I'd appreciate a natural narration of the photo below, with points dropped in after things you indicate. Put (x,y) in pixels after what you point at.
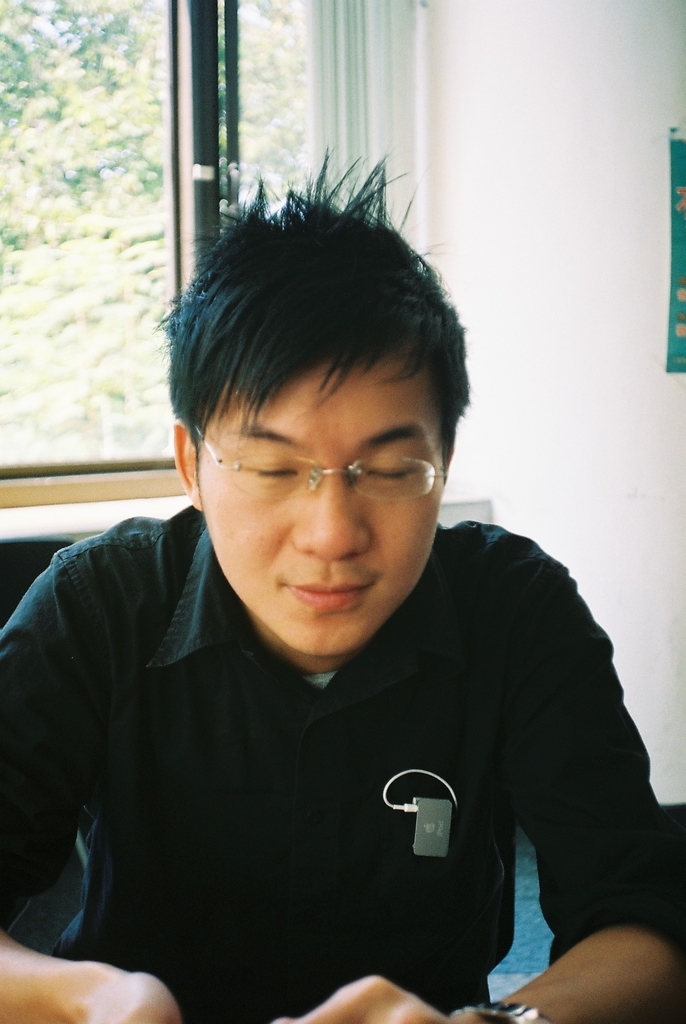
In the foreground of this picture (322,877) we can see a person (207,673) wearing black color shirt (288,758) and seems to be sitting. In the background (540,248) we can see the wall (599,248), window (11,425) and a curtain (359,125) and some other objects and through the window (106,69) we can see the trees (106,69).
